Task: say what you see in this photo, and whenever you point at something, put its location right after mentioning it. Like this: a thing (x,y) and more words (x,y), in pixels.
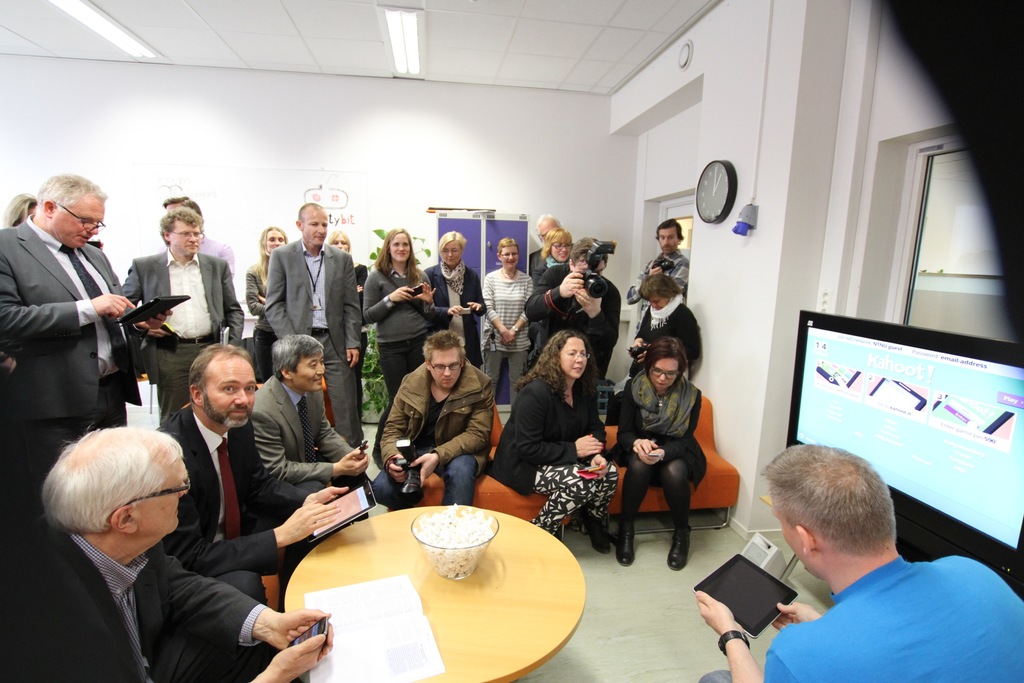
A group of people (179,281) are watching at a screen (902,434), presented by a man (844,543) beside it.
